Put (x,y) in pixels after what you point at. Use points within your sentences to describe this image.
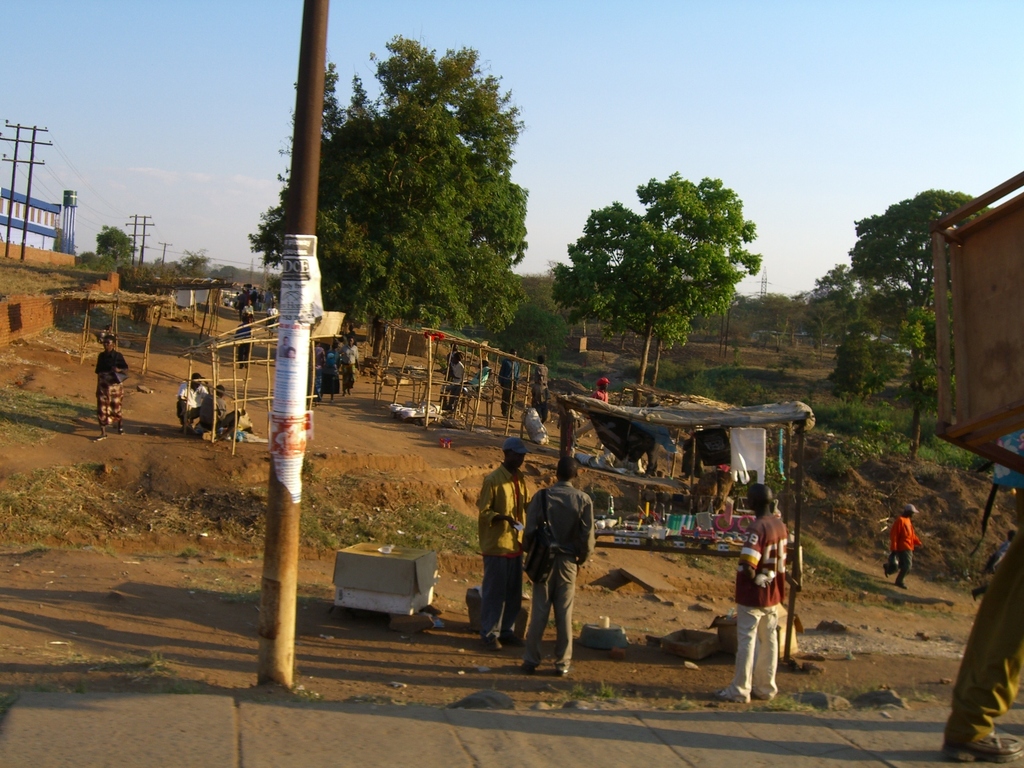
In the image we can see there are many people (562,591) wearing clothes (485,528), this is a pole (280,500), trees (389,297), electric pole (14,163), electric wires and a sky (768,110). This is a sand (374,447) and wooden tent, there's even a box (408,564).
